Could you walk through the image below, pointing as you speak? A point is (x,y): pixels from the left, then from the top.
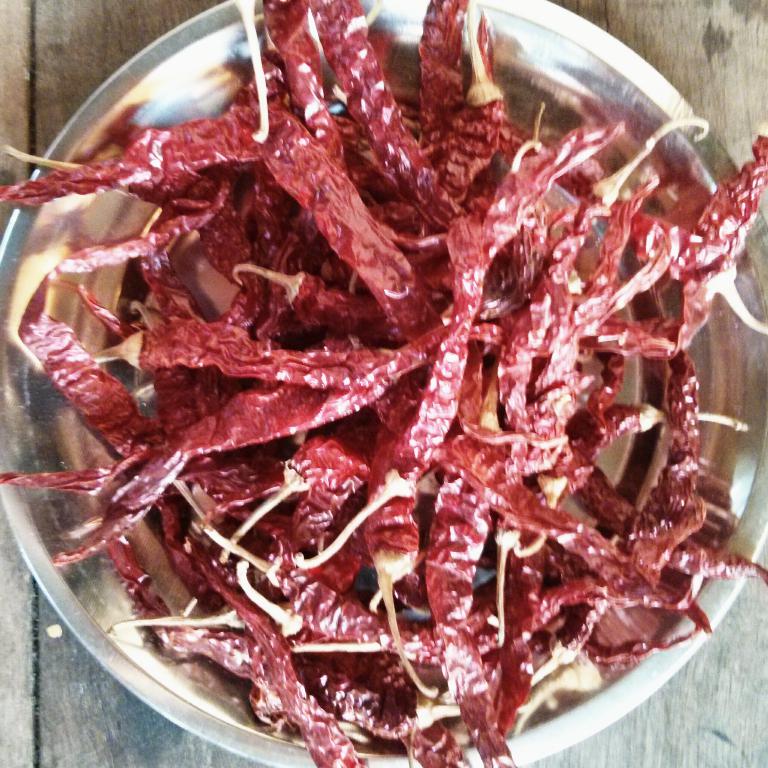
This picture shows red dry chillies (408,387) in the plate (11,234) on the wooden table (37,52).
